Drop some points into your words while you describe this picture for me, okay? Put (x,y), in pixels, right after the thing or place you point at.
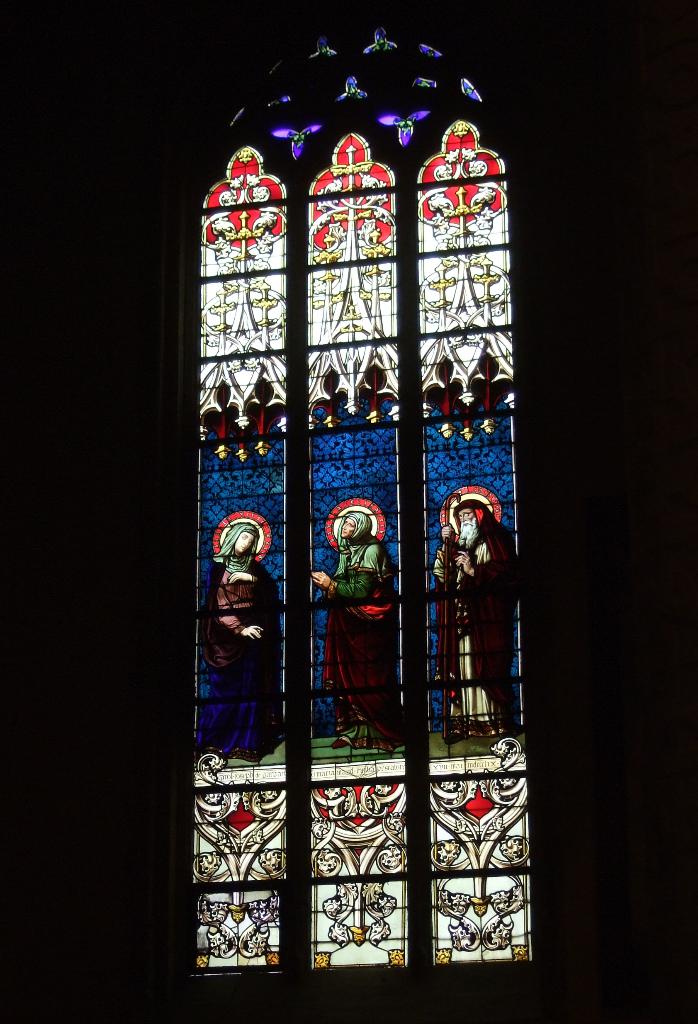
In this image there is a window (322,759) to the wall (61,730). On the window (462,732) there is some painting (369,710) of few persons (271,580) and some design (248,486) on it.
